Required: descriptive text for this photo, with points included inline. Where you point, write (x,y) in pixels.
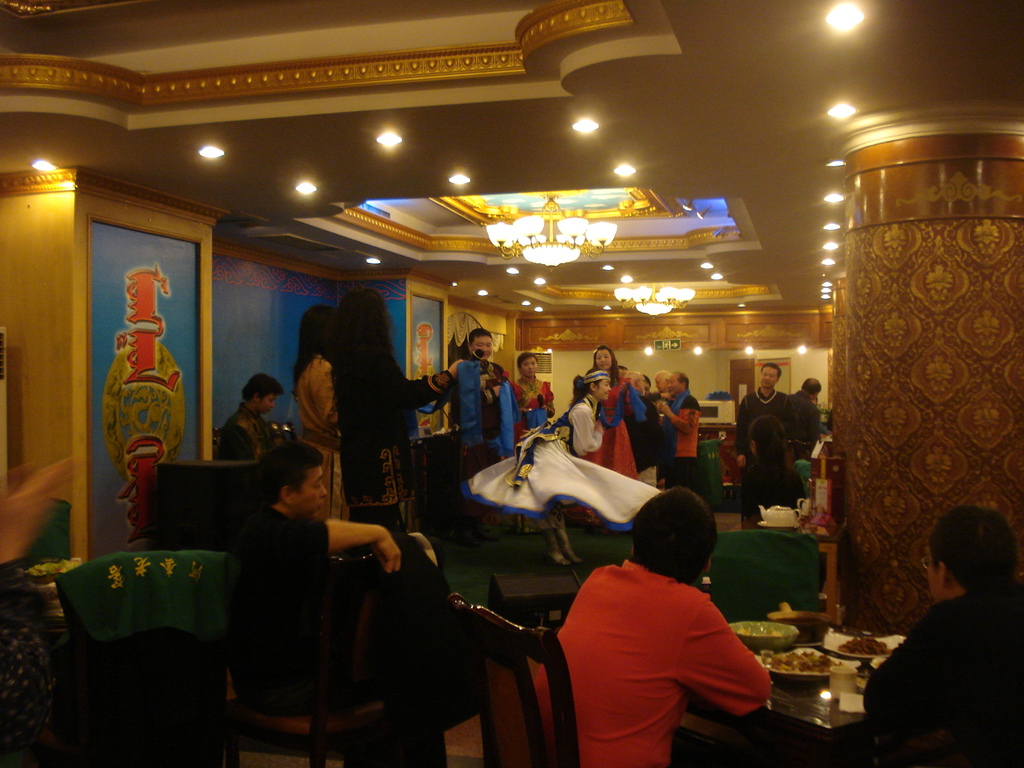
In this picture we can see a person (555,491) who is dancing on the floor (610,552). Here we can see some persons (799,415) are standing on the floor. On the background (147,333) there is a wall (187,251) and these are the lights (661,293). And this is pillar (920,423).
